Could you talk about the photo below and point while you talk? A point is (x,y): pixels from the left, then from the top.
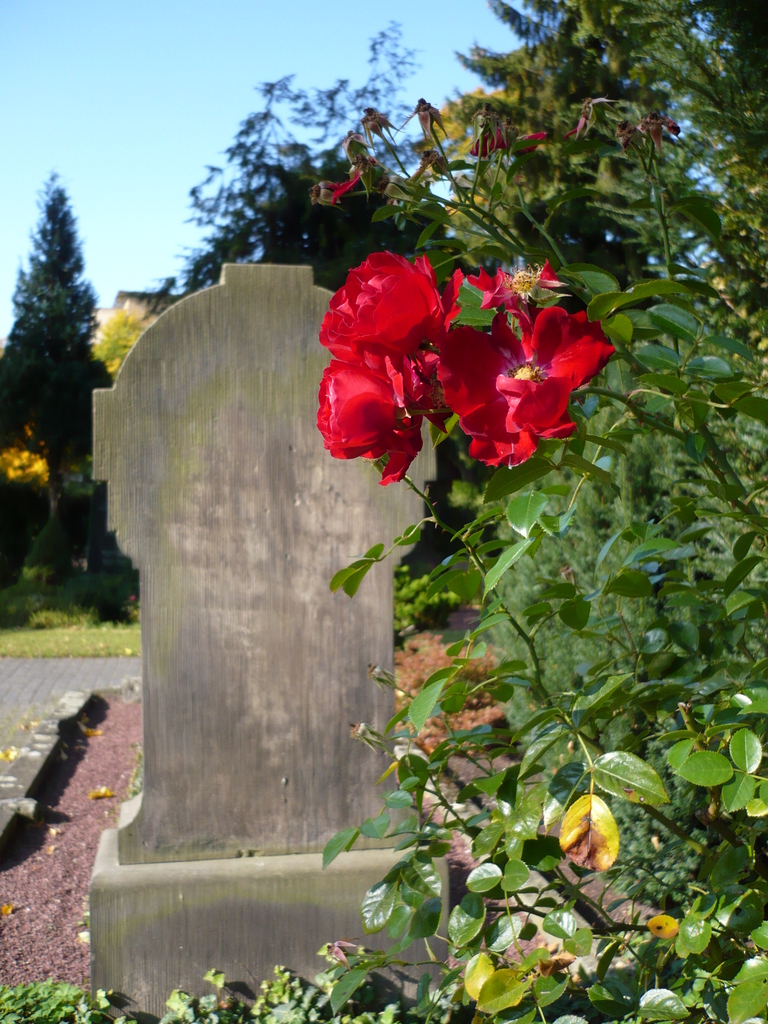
This picture is clicked outside. On the right (513,398) we can see the flowers (426,369) and the leaves (649,594) of the plants (606,852). In the center (307,370) we can see an object (242,618). In the background (136,129) we can see the sky (109,276), trees (34,330), green grass (86,642) and some other objects (129,309).
